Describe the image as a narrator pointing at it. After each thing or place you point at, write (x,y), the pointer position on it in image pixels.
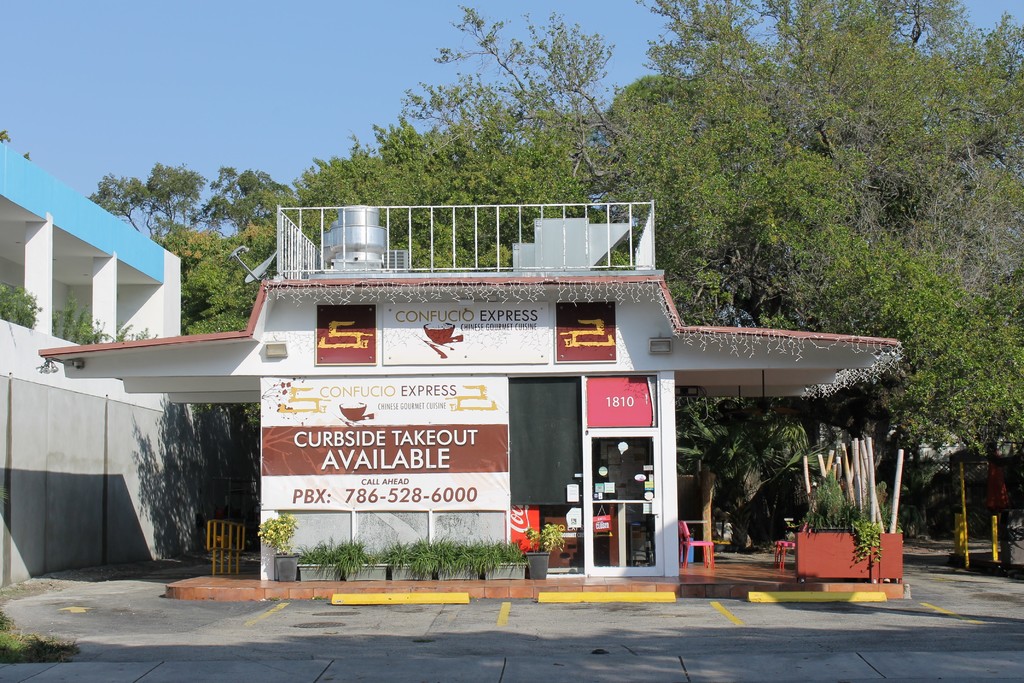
A store (592,464) with hoardings (444,331). In-front of this store (503,464) there are plants (844,519). Background (733,536) there are trees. This is building (617,476).
